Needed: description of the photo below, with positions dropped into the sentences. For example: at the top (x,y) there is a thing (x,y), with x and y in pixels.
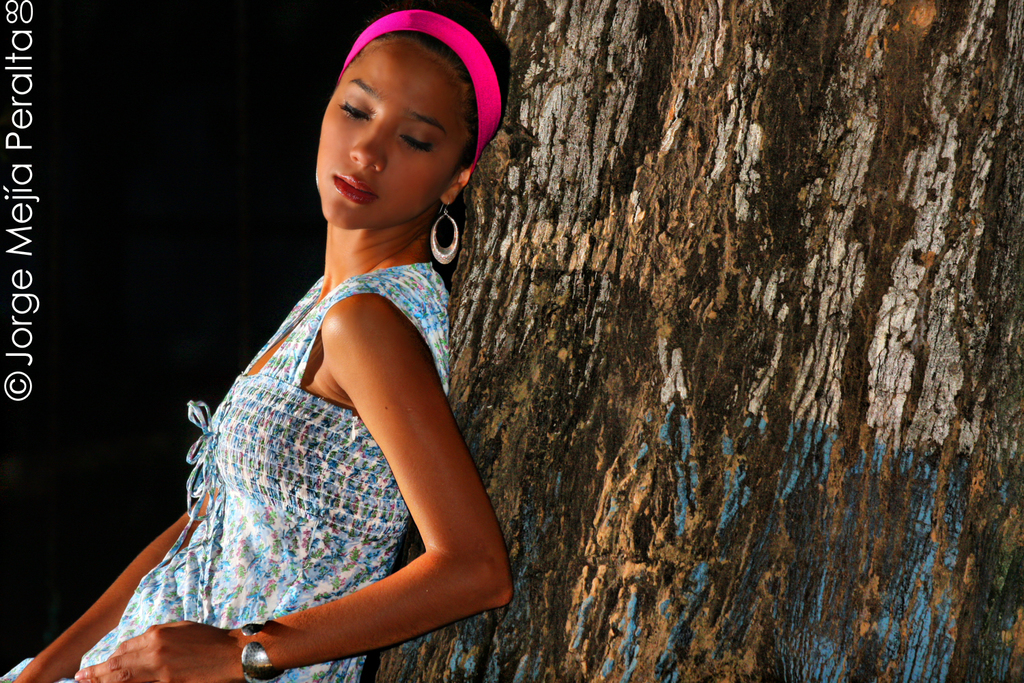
In this picture there is a woman (171,617) and we can see tree trunk (509,491). In the background of the image (182,249) it is dark. On the left side of the image (21,31) we can see number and text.
